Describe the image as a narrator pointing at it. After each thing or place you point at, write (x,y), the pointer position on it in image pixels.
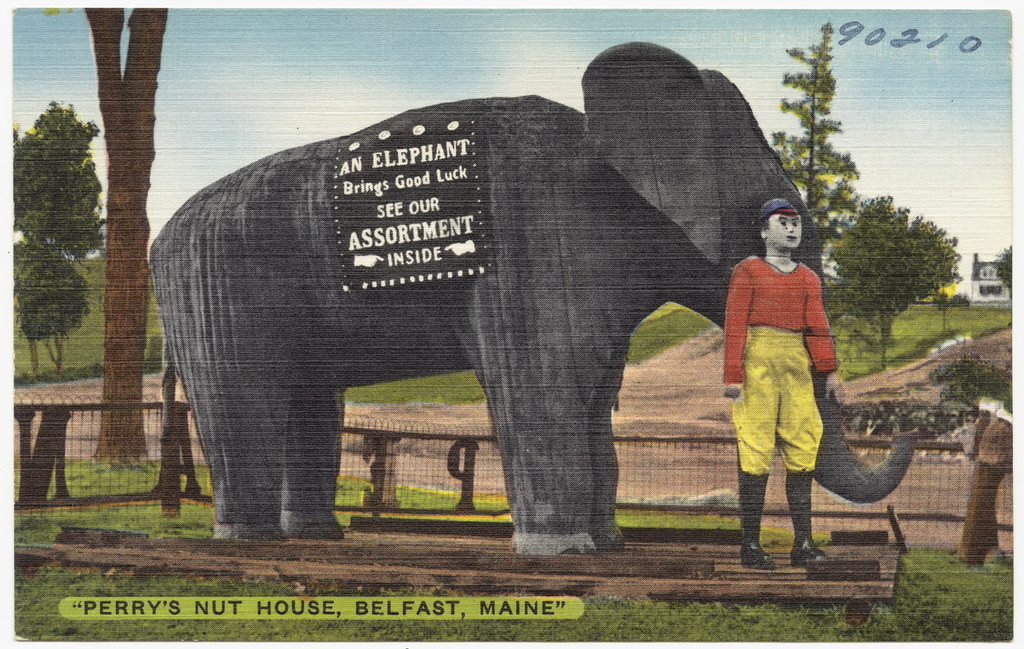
This image looks like a poster. In which there is an elephant (247,356) along with a man (756,557). At the bottom (286,625), there is a wooden block (355,541) on the grass (132,628). In the background (184,451), we can see a fencing (149,462) along with the trees (48,122). At the top (804,46), there is sky (764,30).
